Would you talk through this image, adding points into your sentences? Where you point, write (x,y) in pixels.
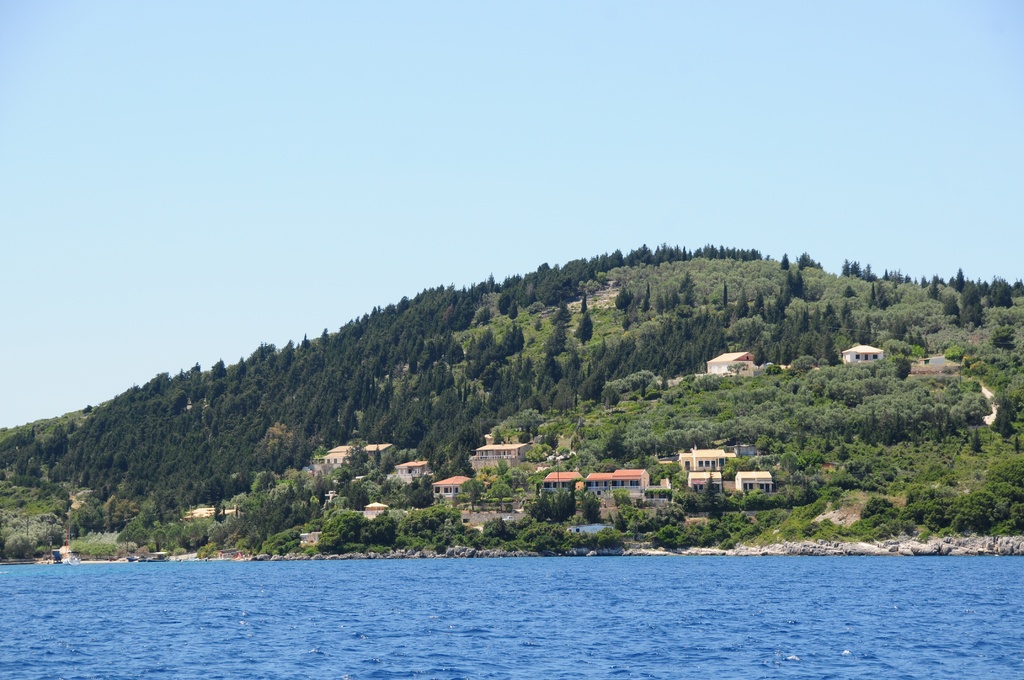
In the image we can see there are many trees (357,392) and buildings (603,475). There is a water (776,645), stones (918,549) and a pale blue sky (260,104).
